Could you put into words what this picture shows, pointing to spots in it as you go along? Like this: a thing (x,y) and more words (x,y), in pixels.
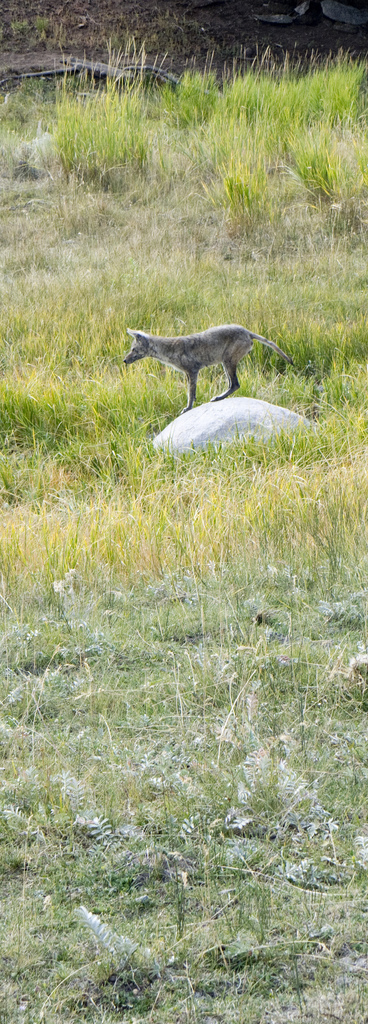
In this image there is a animal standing on the stone (268,423) in the middle of grass (142,916).
